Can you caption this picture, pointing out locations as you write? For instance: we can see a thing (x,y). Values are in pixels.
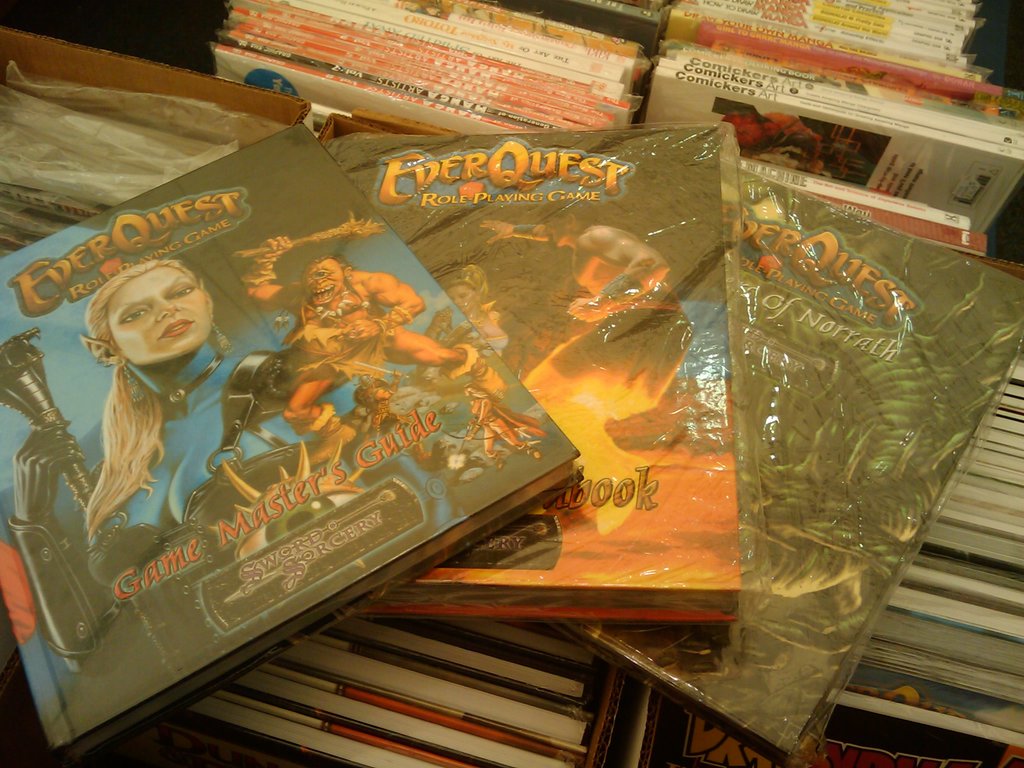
In this image I can see many books (641,382).
